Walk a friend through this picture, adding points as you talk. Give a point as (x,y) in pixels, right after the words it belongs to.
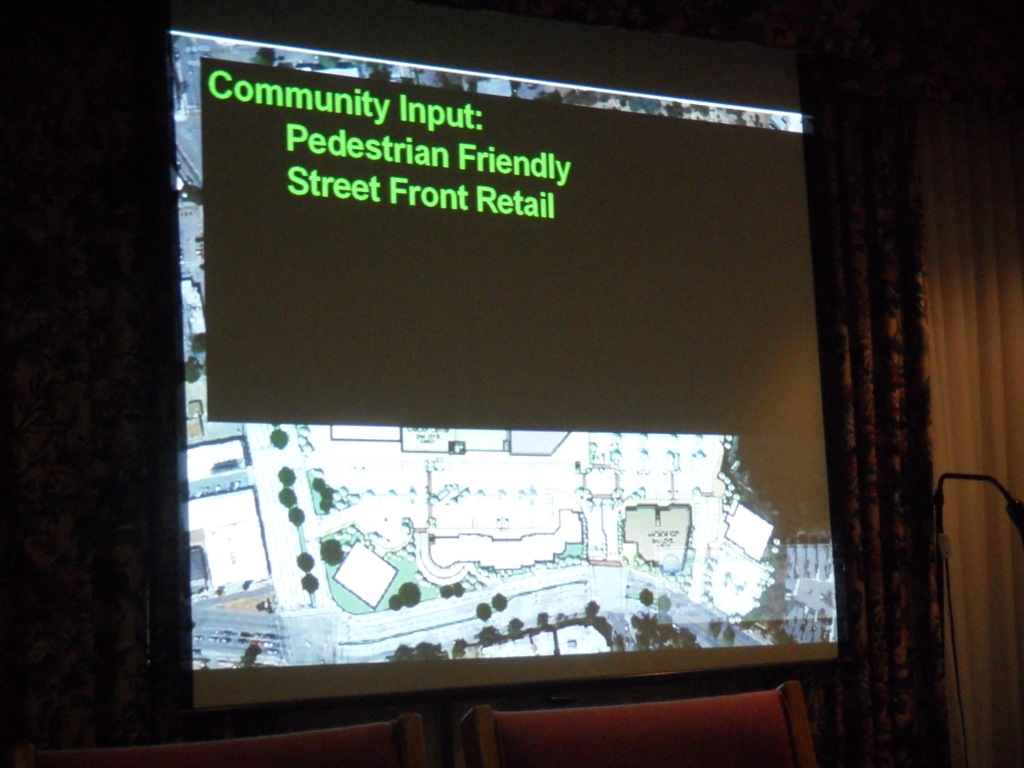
In the picture I can see display (383,301) on the board (375,290), in front (661,737) there are two chairs (320,754).
